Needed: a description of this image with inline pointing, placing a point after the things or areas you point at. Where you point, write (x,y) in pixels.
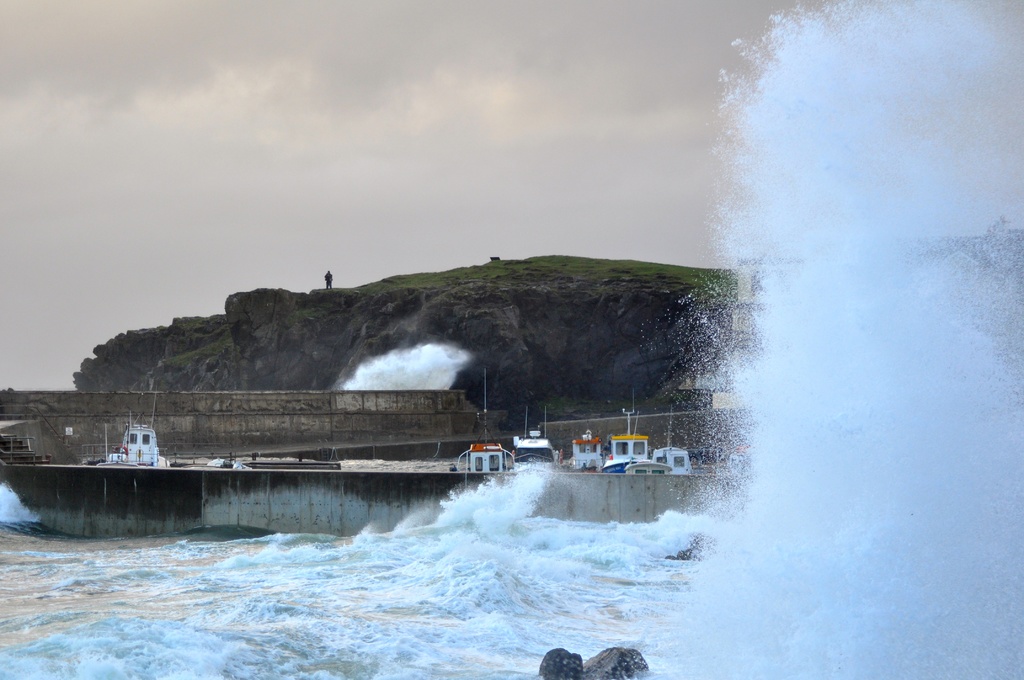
In the foreground of this image (842,390), there is a giant tide (842,390) and few rocks (578,679) in the water (598,641). In the background (613,469), there are ships (128,454) near the dock (97,469), a cliff (266,337) and a man (326,278) standing on it and the cloud (253,189).
